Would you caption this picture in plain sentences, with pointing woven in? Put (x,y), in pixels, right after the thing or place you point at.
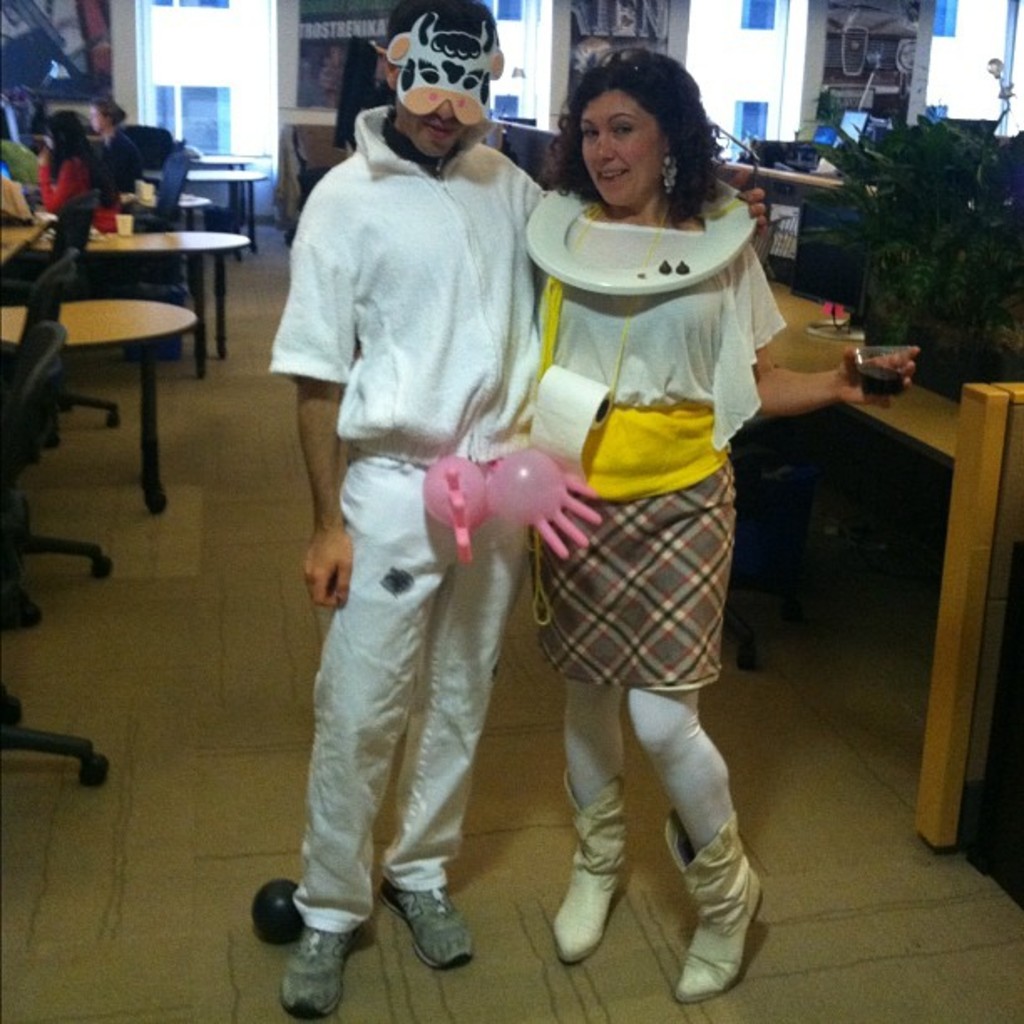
In this image I can see two people (526,466) standing. In the back ground (169,233) there are some tables (143,235) and few people (51,161) sitting on the chairs (85,208).
